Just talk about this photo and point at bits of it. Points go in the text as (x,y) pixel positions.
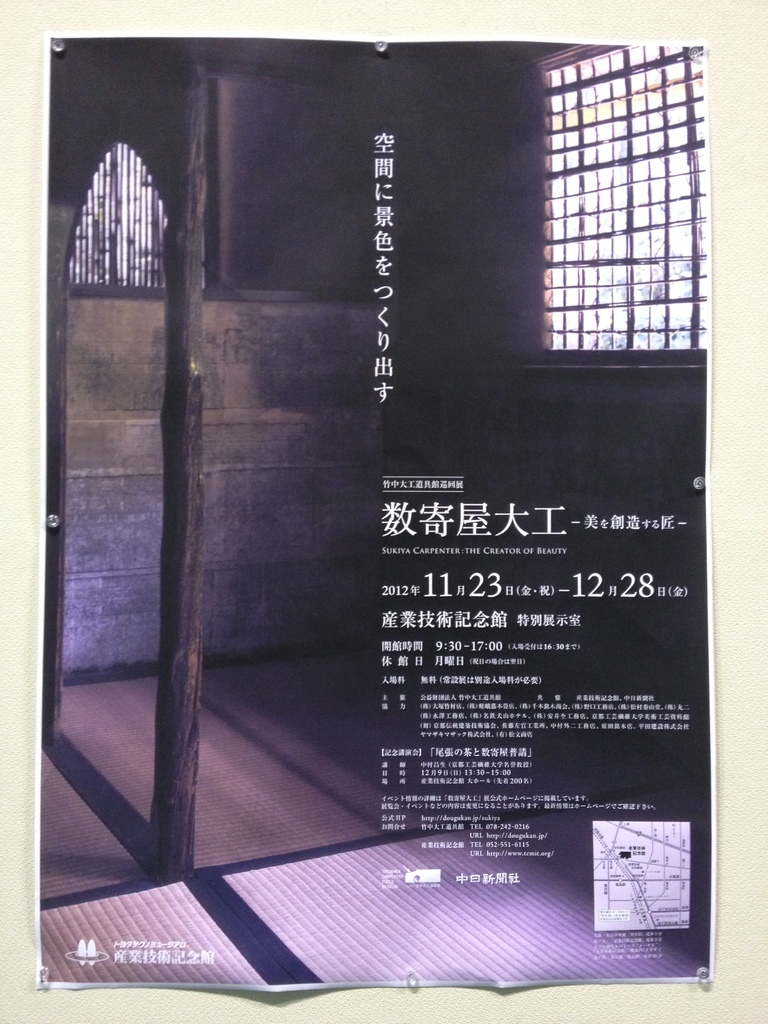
In this image I can see two windows (675,195), floor mats (343,923) and I can also see the wooden log (179,507) and I can see something written on the image.
